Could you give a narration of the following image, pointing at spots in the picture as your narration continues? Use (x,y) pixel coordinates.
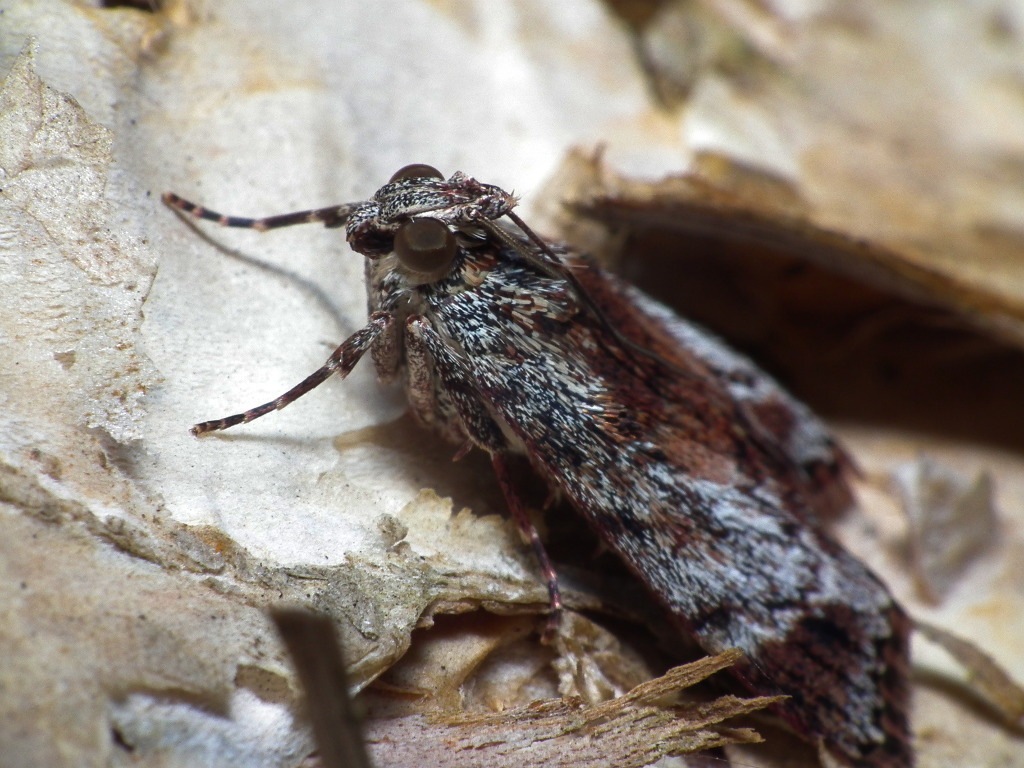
In this image in the foreground (382,323) there is an insect (715,516), and at the bottom (528,700) there are some wooden objects (409,697). On the left side of the image (141,246) it looks like a wall (325,168).
